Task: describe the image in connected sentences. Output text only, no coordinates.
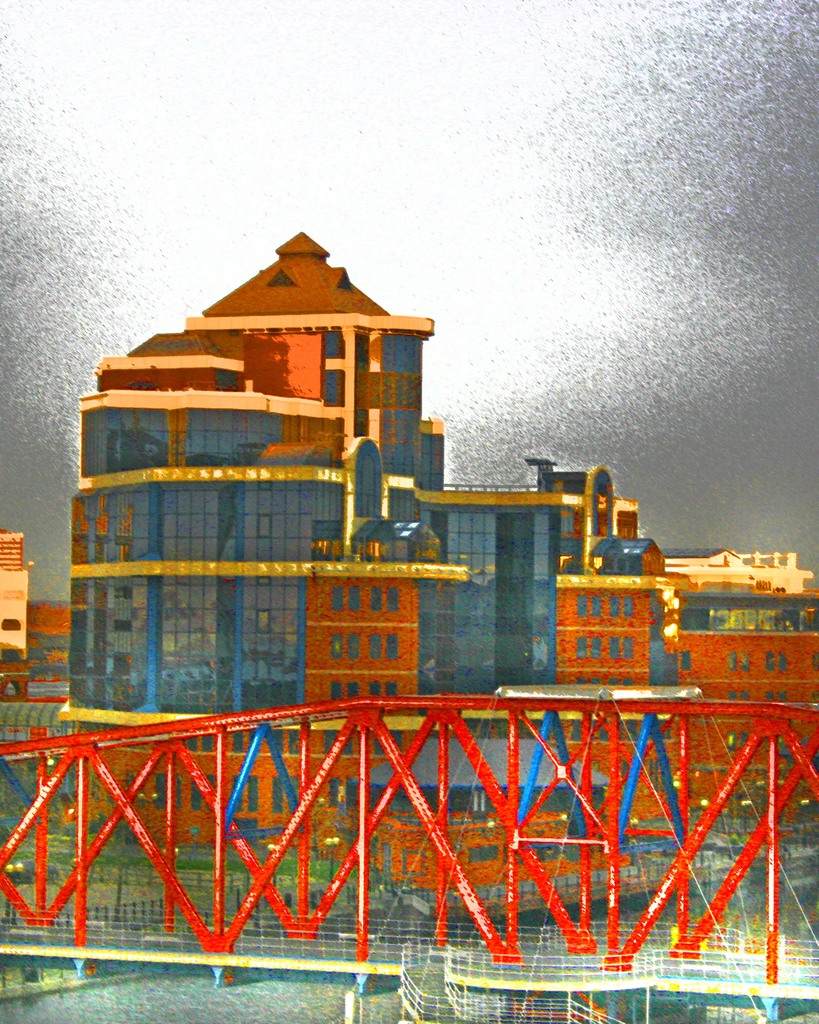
In the image we can see a graphical image.
